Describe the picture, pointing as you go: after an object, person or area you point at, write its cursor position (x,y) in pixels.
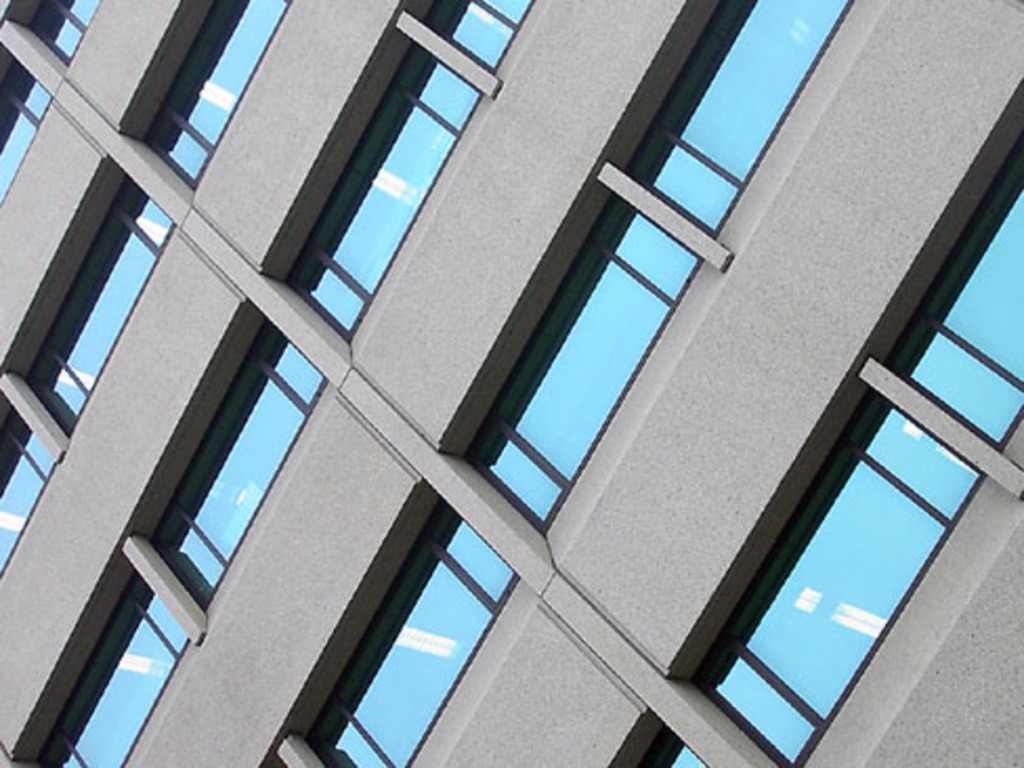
In this image we can see a building (822,712), which consists of windows (482,19).
